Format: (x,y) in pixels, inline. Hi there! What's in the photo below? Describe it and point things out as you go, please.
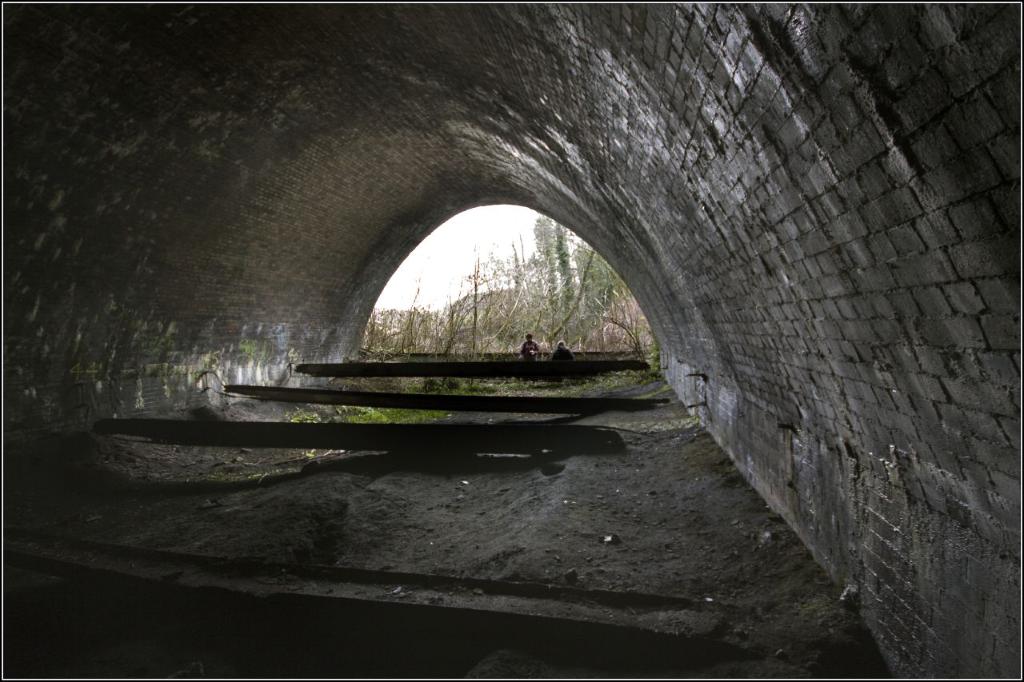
In this image we can see a tunnel (794,349), few objects (480,407) on the ground (461,488) and there are two persons (561,351), few trees (498,311) and the sky (435,252) in the background (481,274).
